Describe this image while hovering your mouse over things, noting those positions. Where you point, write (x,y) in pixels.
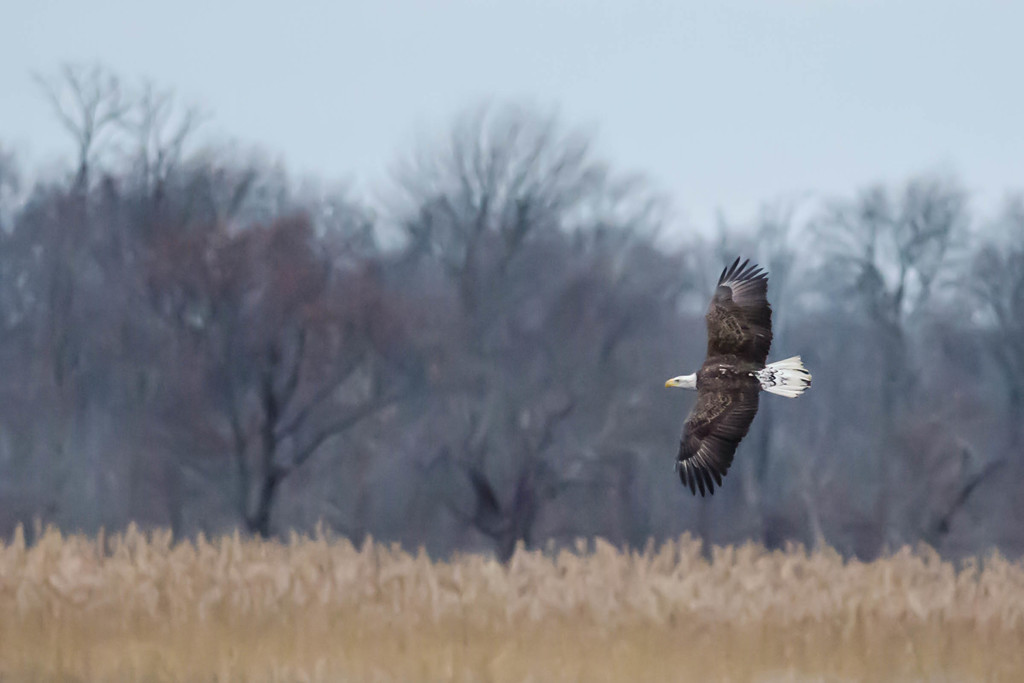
In the picture I can see a bird (725,412) is flying in the air. In the background (427,485) I can see plants (372,589), trees (543,351) and the sky (562,129). The background of the image (421,407) is blurred.
